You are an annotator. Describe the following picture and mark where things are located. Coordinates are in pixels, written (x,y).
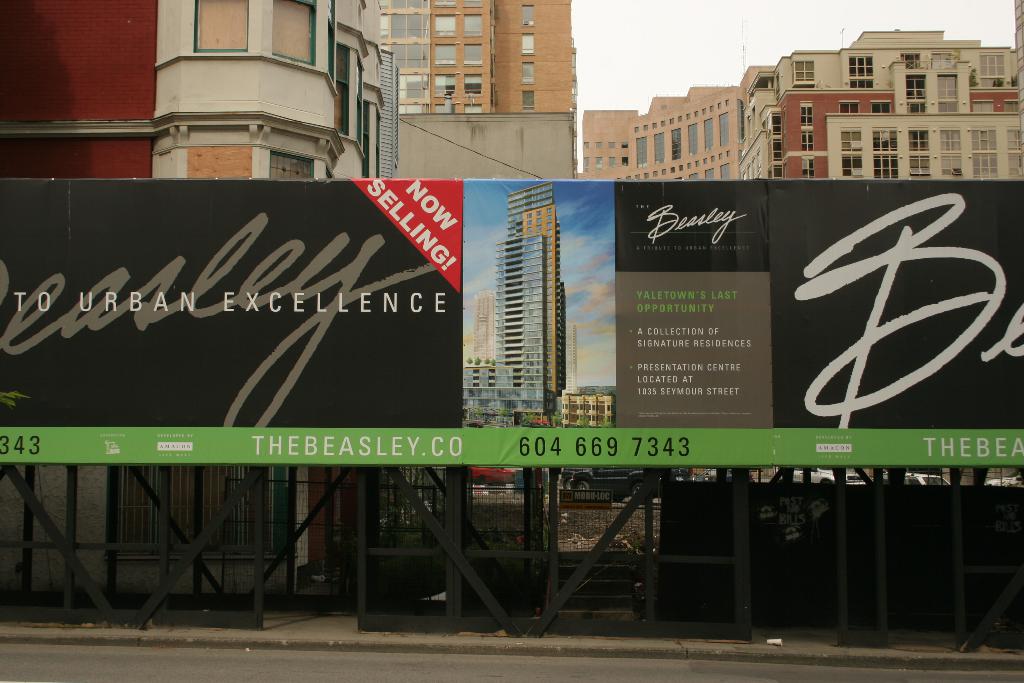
In this picture we can see a hoarding (251,319) in the front (244,304), there is some text (191,303), numbers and picture (569,312) of buildings (598,405) on the hoarding (585,349), in the background (852,141) there are some buildings (857,122), we can see the sky (645,26) at the top of the picture (632,37).
